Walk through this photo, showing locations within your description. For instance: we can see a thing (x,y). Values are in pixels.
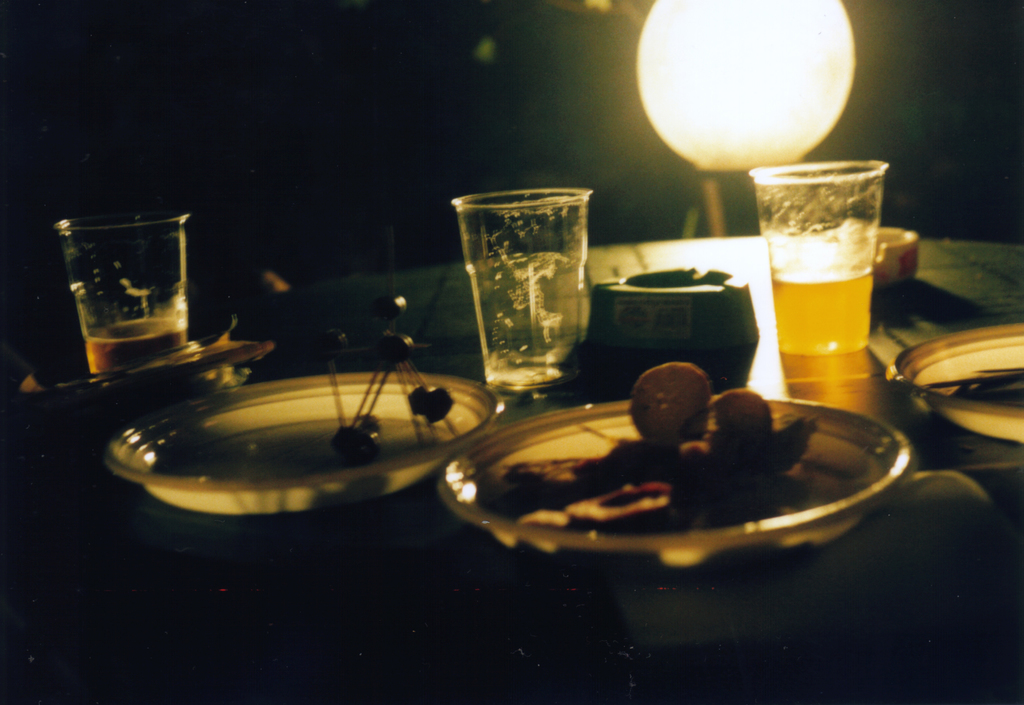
At the bottom of this image (583,512), there are plates (236,446) having food items (753,403), and there are glasses (114,369) and other objects (654,277) placed on a table (942,327). In the background (669,125), there is light (779,88). And the background (112,131) is dark in color.
